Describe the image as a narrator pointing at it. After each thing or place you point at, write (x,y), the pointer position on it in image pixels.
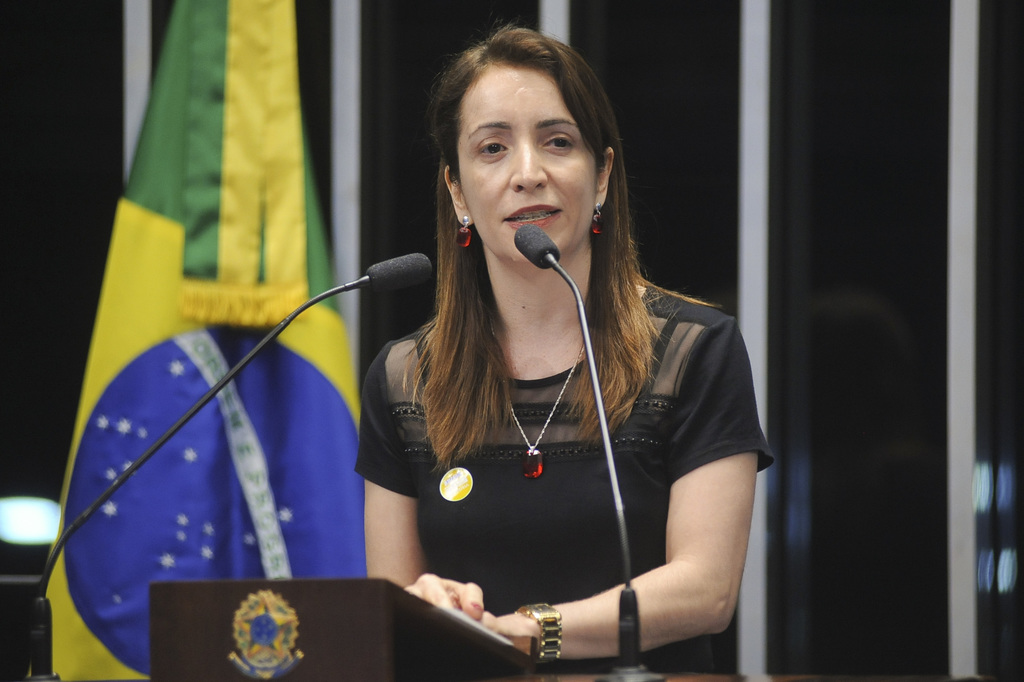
In the center of the image (555,337) we can see a lady (505,175) standing. She is wearing a black dress (474,474), before her there is a podium (164,640) and we can see mics (627,660) placed on the podium (266,626). On the left (235,554) there is a flag (204,438).
